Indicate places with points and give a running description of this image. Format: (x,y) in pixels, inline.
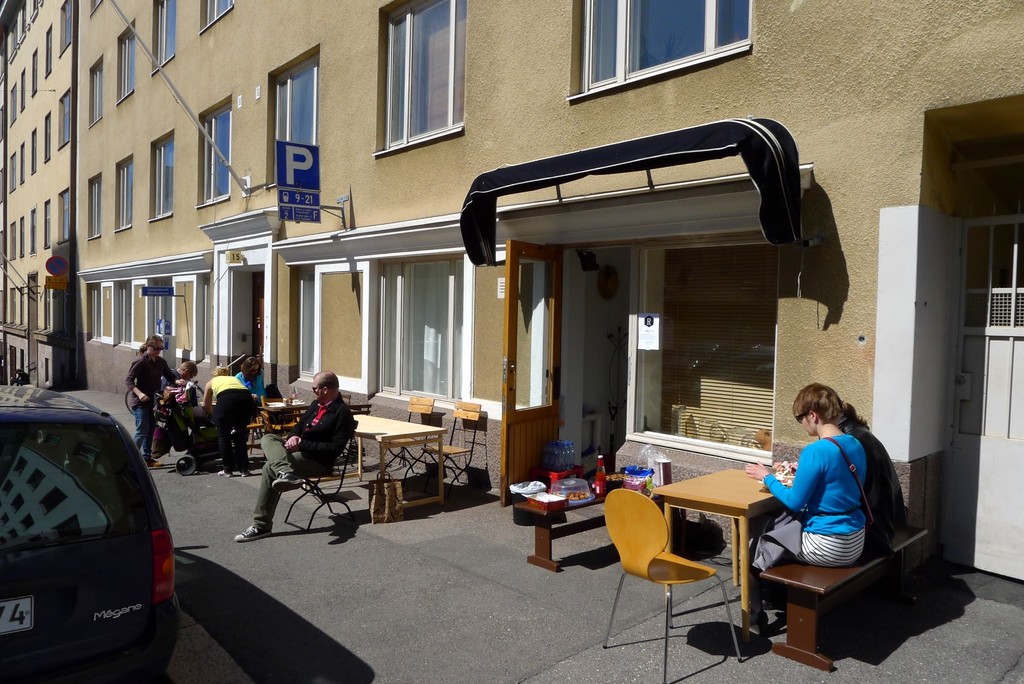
in the road (432,525) there are many people (267,517) sitting on a chair (310,483) with table (409,428) in front of them there is a building (416,291) near to them.
